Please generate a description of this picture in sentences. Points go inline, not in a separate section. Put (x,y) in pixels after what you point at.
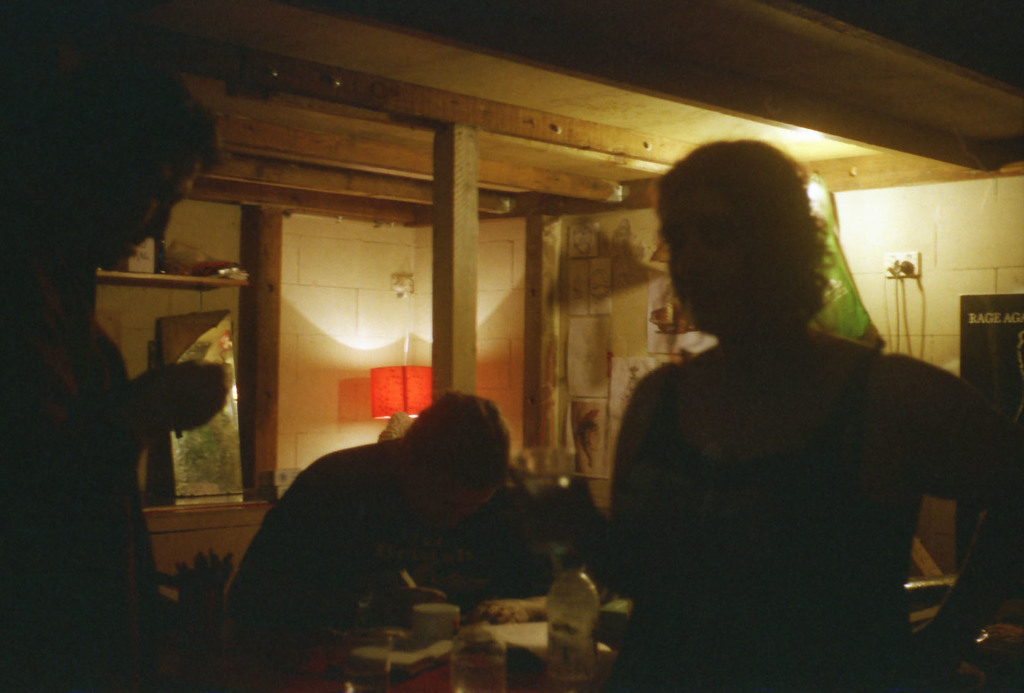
This image consists of three persons (466,543) in a room (563,650). In the middle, there is a table (445,671) on which there are bottles (554,637). In the background (449,384), there are wooden sticks (256,441) looks like pillars (439,144). At the top (698,68), there is a roof (669,61).
